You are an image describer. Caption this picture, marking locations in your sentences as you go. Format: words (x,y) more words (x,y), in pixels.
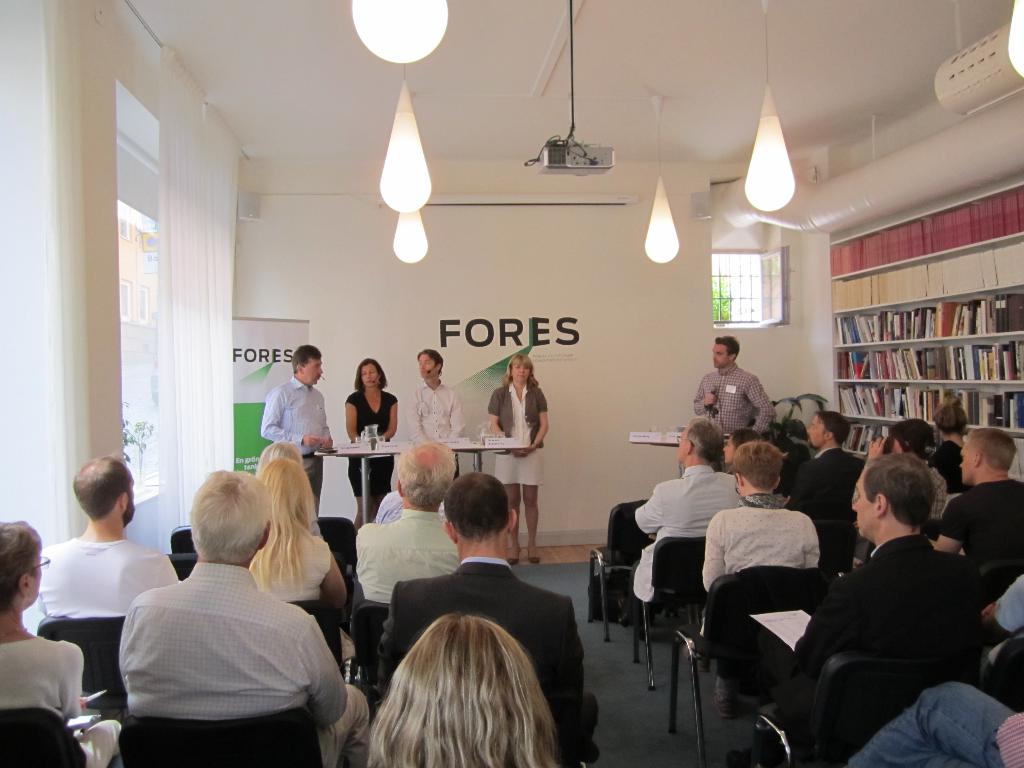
In this image there are many people (790,495) sitting on the chairs (369,602). In the background of the image (719,395) there are five people (300,432) standing and talking to the people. On the right side of the image (921,344) there is a bookshelf (927,343). This is the projector (589,169) and this is the ceiling (847,46) with lights (662,263).
